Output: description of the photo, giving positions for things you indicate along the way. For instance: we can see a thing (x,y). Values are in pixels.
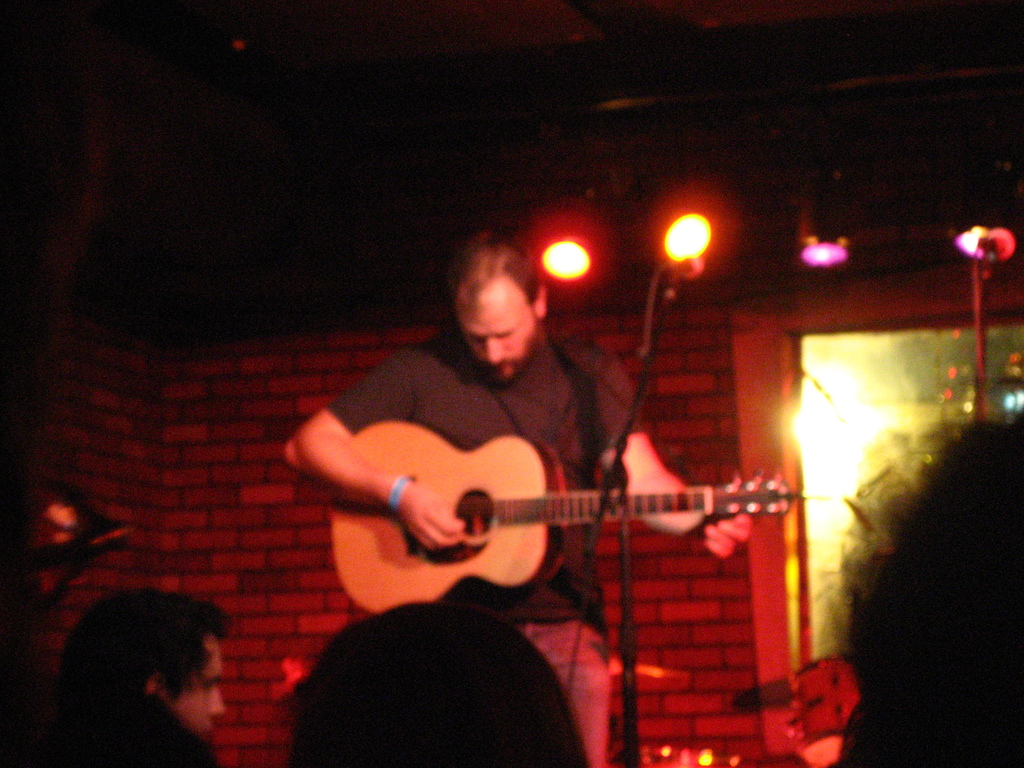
Here we have a man (492,398) who is holding a guitar (492,470) in his hand (424,508) and playing a guitar (555,477) in front of group of people (856,668). There is a microphone (624,661) over here and behind the man (369,473) we can see a brick of wall (177,501) and on the top right of the image (689,250) we can see stage lights (678,241) and the man (450,411) is wearing a black t-shirt (441,400).
